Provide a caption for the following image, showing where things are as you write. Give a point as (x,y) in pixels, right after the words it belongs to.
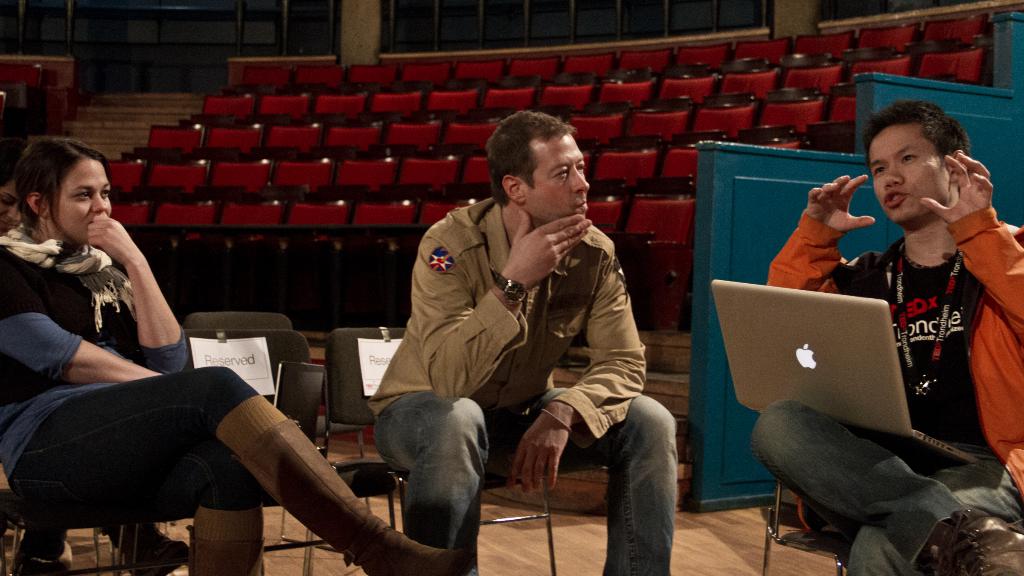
Here, we can see some people (374,404) sitting on the chairs (270,404), at the right side (904,445) we can see a silver color laptop (868,382), in the background (336,144) there are some red color chairs (558,89) and there are some stairs (127,124).
